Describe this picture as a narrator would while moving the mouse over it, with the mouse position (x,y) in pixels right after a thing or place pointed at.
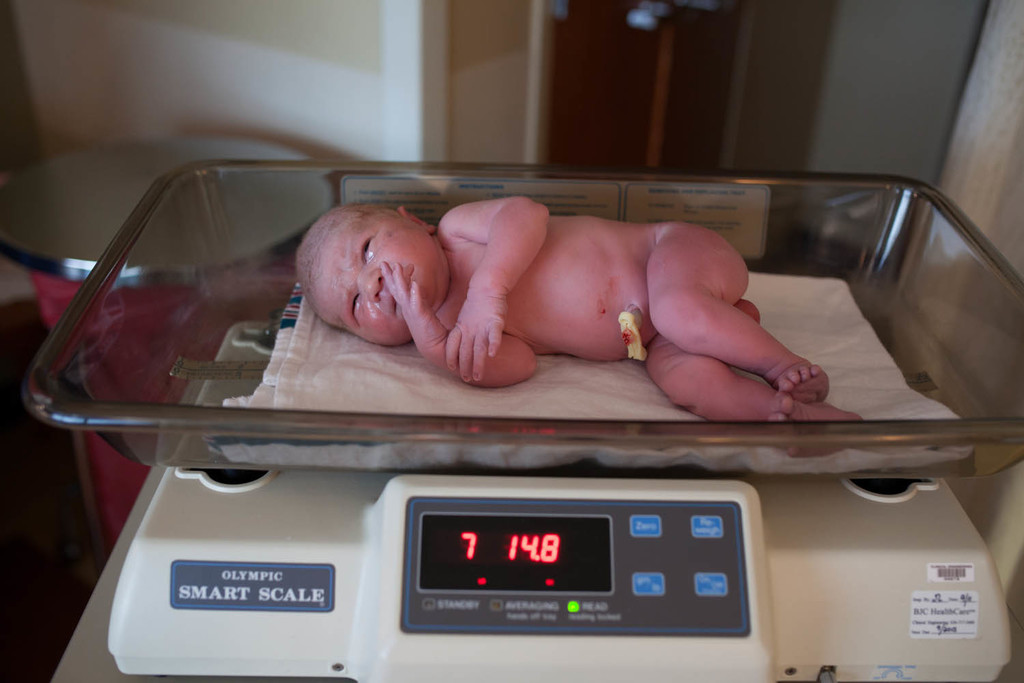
There is a newborn baby (508,321) is on the weighing machine (505,430). The baby (595,317) is laying on the white cloth (428,403). Background (284,78) we can see wall (335,46). At the bottom (932,604), we can see few stickers (954,602).
